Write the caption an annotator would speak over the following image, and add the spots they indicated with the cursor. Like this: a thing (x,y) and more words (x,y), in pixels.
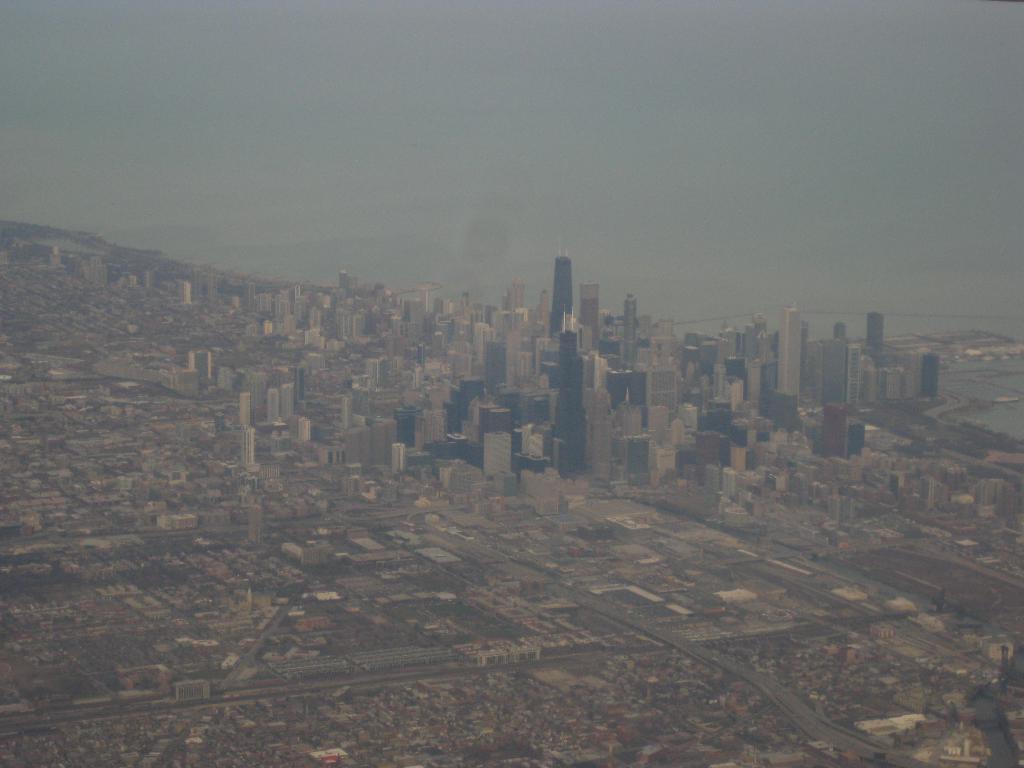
In this image I can see number of buildings (186,511) and on the top side of the image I can see the sky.
